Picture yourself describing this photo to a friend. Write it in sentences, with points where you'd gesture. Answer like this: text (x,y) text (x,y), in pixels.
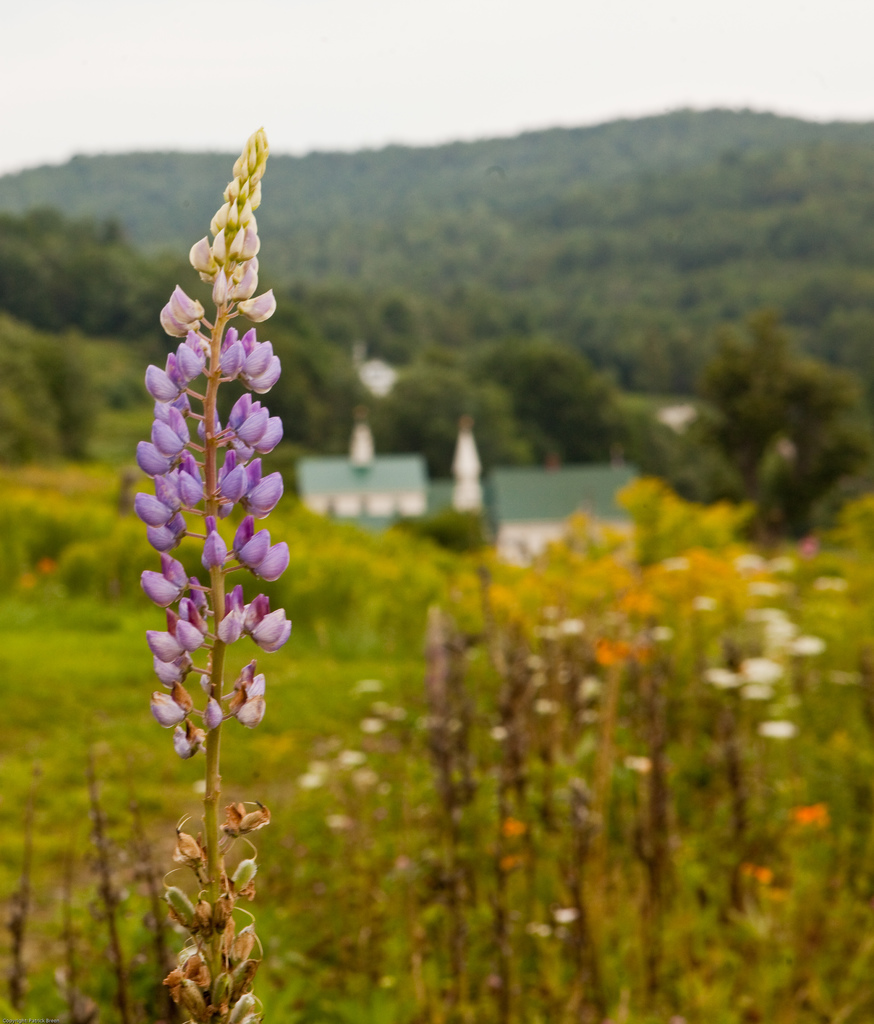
In the picture we can see some plants (175,737) with a stem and some flowers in it and behind it, we can see many plants (110,538), trees (803,456), some houses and behind it, we can see hills (751,159) which are covered with trees (761,285) and on the top of it we can see the part of the sky (299,13).
